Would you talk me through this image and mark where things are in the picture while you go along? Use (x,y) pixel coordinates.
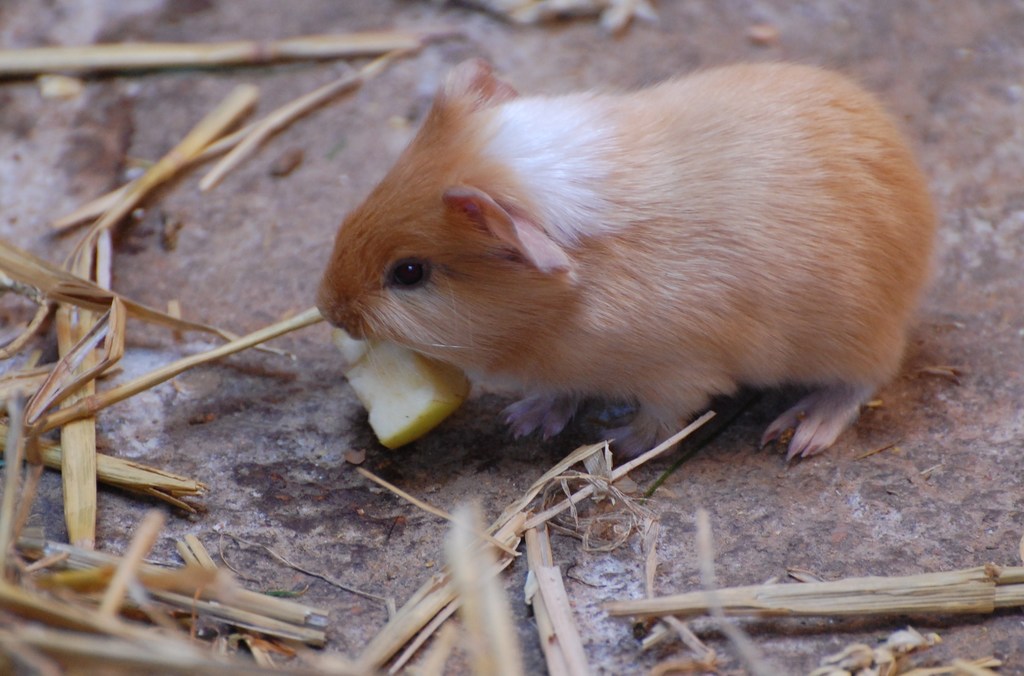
In this picture we can see a Guinea Pig (554,158) and a food item (372,389) on the ground (53,130). We can see some grass (460,539) on the ground (360,580).
